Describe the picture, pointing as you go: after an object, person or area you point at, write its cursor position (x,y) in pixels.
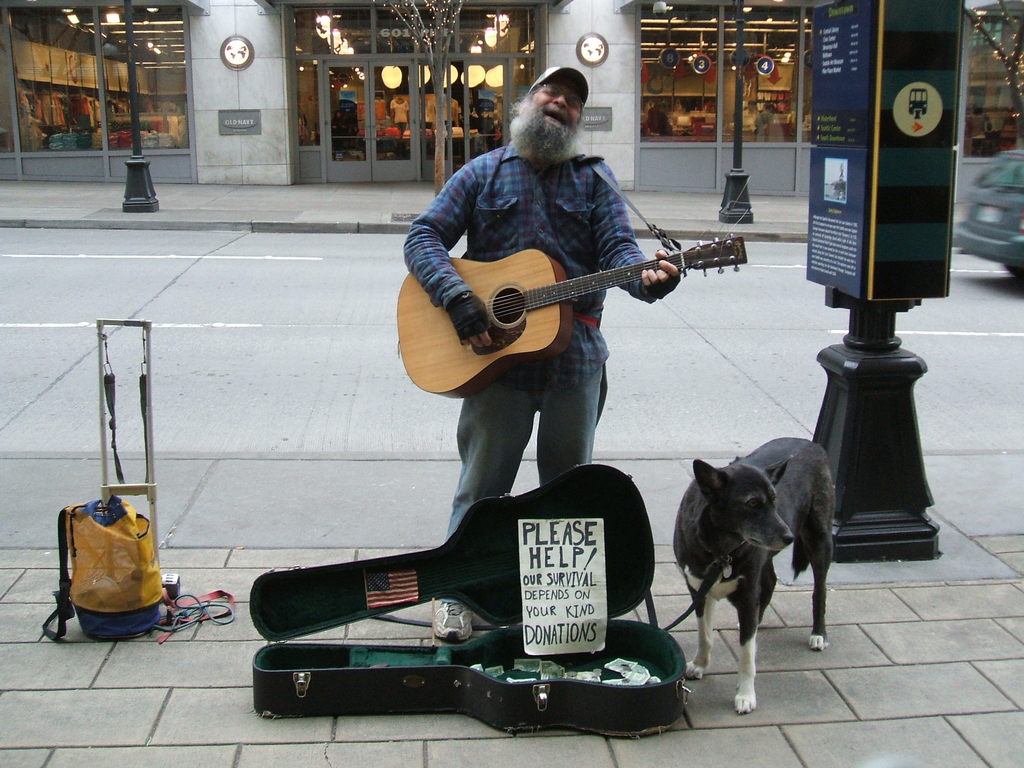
In this image i can see a person (554,208) wearing a hat (552,82), blue shirt (558,195) and blue jeans (541,423) standing and holding a guitar (448,352), i can see a guitar box (514,604) with few objects (516,670), a flag (380,576) and a paper (570,587) and a dog (800,463) standing beside him. In the background (318,346) i can see road (253,359), a car (987,234), a tree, few poles (932,168) and the building (410,82).
